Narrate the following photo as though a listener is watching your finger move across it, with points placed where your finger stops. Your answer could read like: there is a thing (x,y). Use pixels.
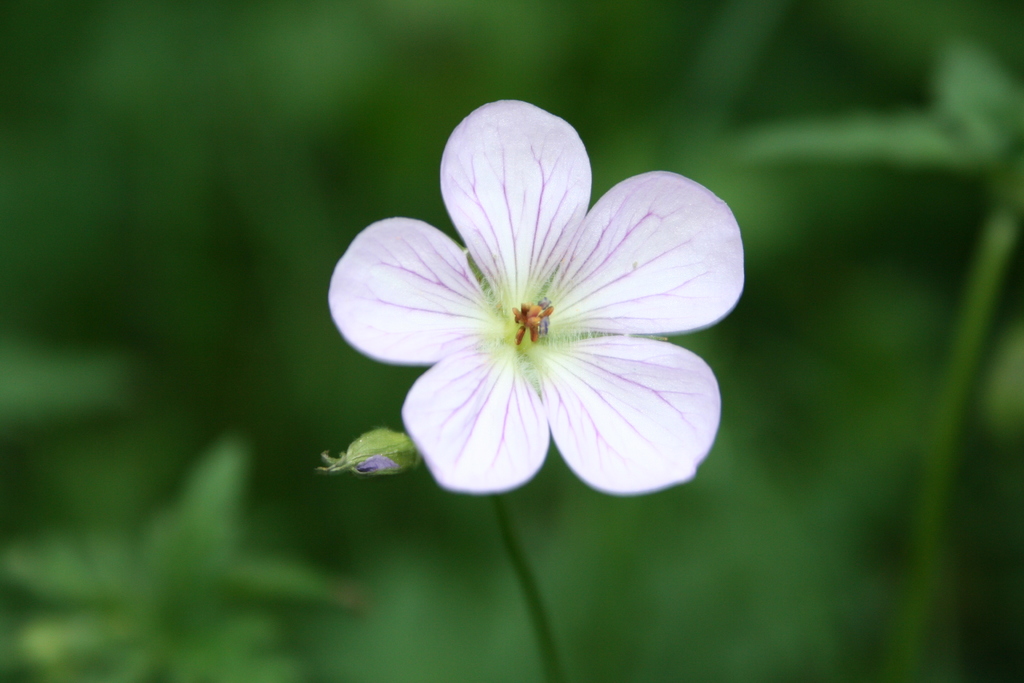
This image is taken outdoors. In this image the background (772,499) is a little blurred and it is green in color. In the middle of the image (497,373) there is a flower (518,393). It is lilac in color.
